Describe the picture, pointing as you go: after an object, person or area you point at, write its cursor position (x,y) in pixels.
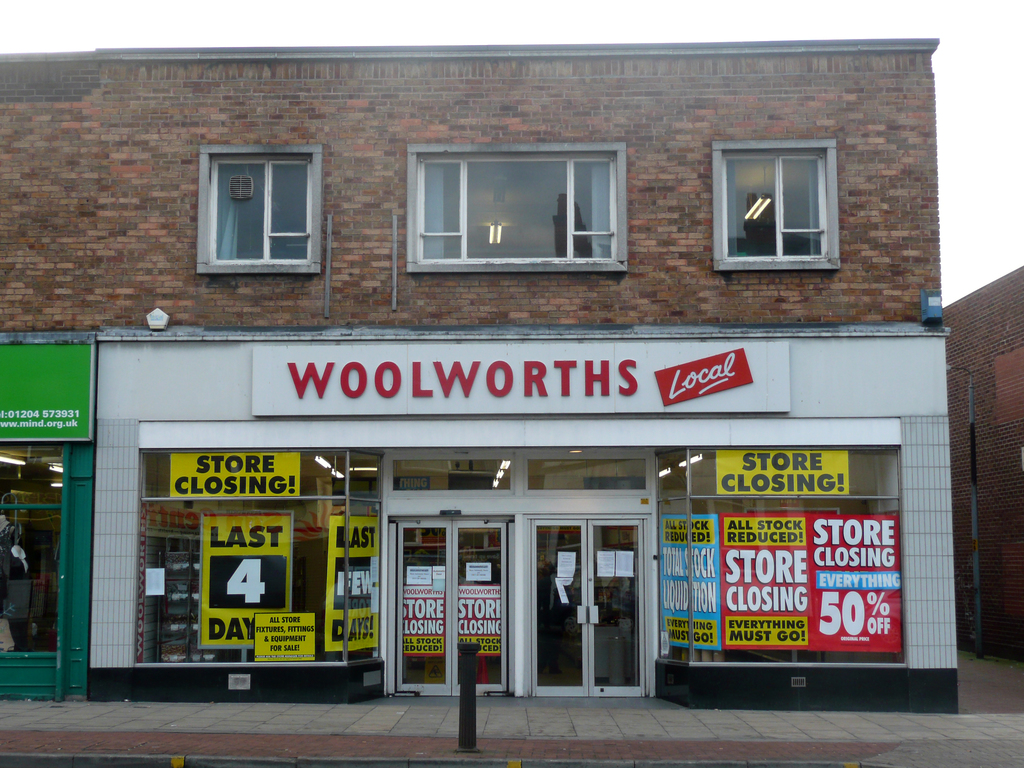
This picture is taken from the outside of the building (637,608). In this image, in the middle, we can see a pole (470,734). In the background (179,575), we can see a building (499,415), glass door (551,633), glass window (556,254). In the background (748,535), we can also see a glass window (746,548), on which some posters (272,569) are attached to it, on the poster (822,579), we can see some text (806,595) written on it. On the left side (11,471), we can also see another glass door (31,504) and a board (26,414) with some text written on it. On the right side (1005,327), we can also see a brick wall (973,353). At the top (979,29), we can see a sky (978,38), at the bottom (894,728), we can see a footpath (735,743).
